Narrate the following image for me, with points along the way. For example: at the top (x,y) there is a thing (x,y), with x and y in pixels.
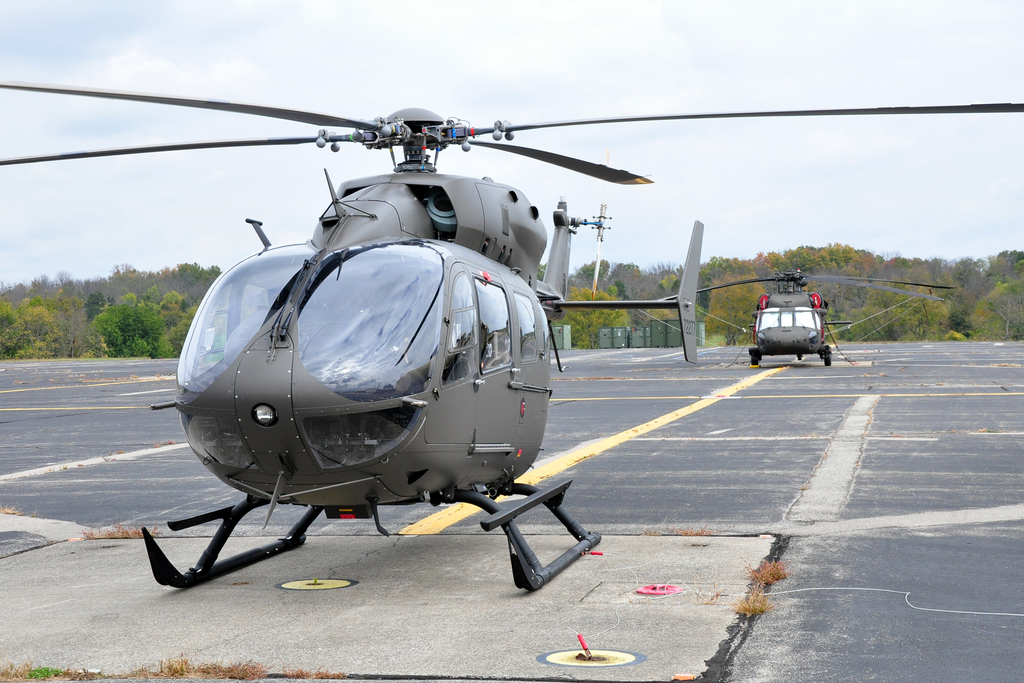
In this image we can see two helicopters (480,418) on the helipad (670,571). We can also see some grass (756,598). On the backside (655,338) we can see some containers (674,341), a group of trees (839,304) and the sky (202,189) which looks cloudy.
